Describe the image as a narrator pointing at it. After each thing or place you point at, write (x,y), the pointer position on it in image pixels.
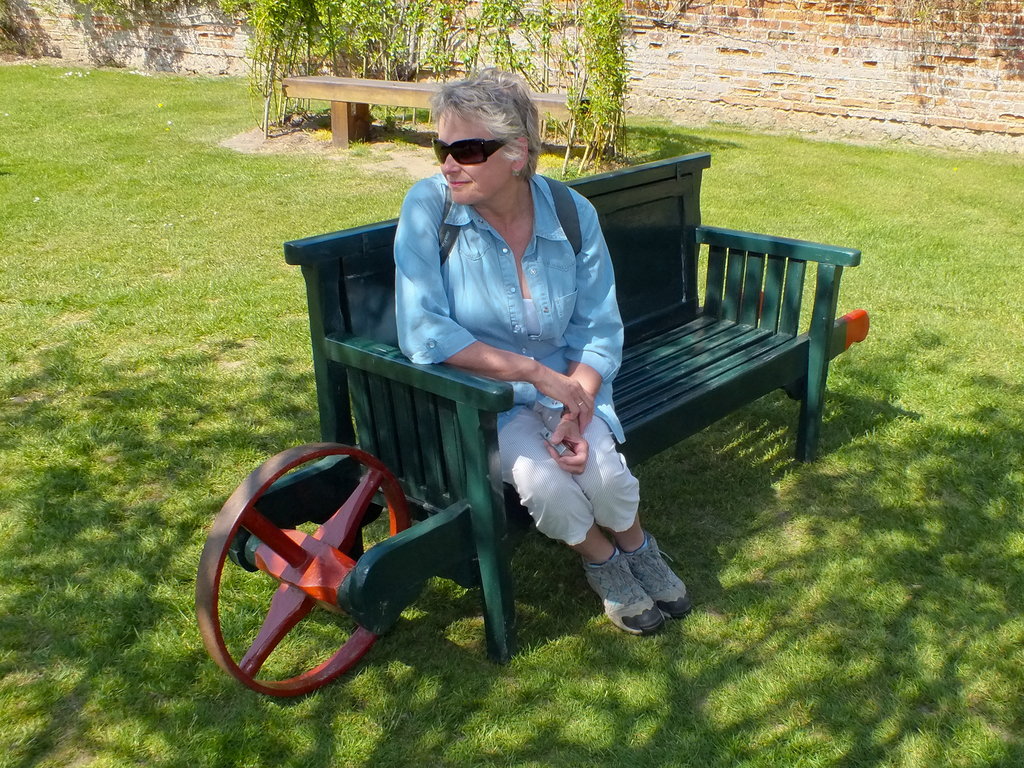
In this image we can see an old woman (504,359) is sitting on the bench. In the background (710,61) we can see plants (601,71) and wall (753,67).
